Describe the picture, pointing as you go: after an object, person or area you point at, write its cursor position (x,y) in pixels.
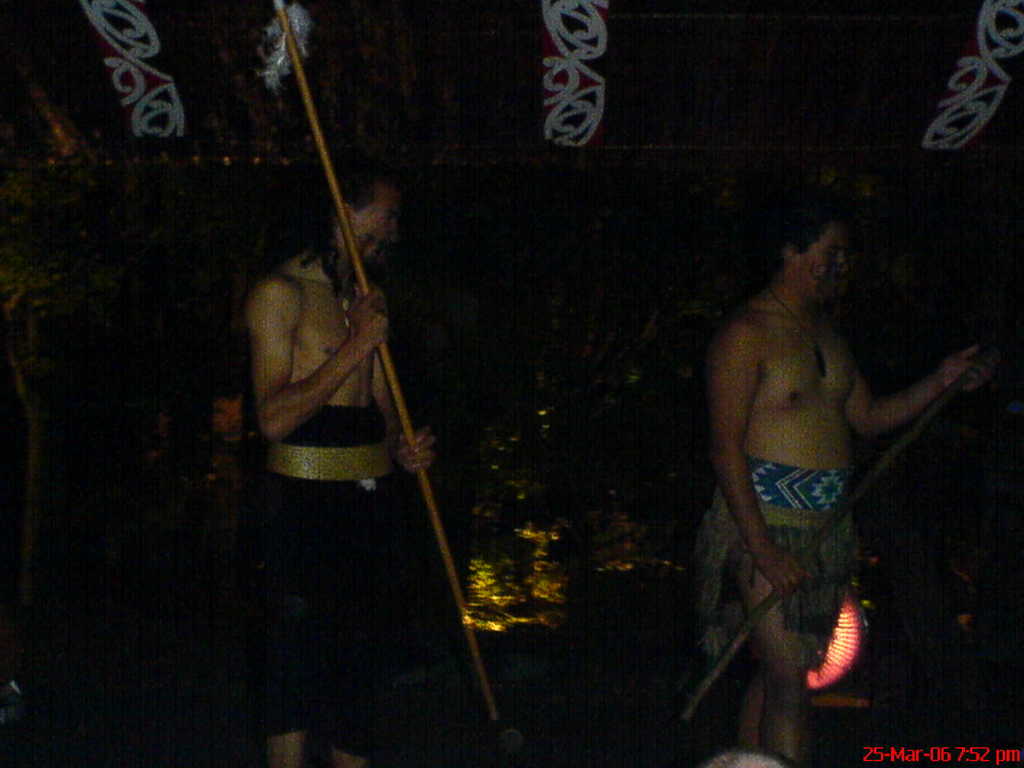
In the image two persons (274,277) standing and holding sticks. Behind them there are some trees (638,241).
